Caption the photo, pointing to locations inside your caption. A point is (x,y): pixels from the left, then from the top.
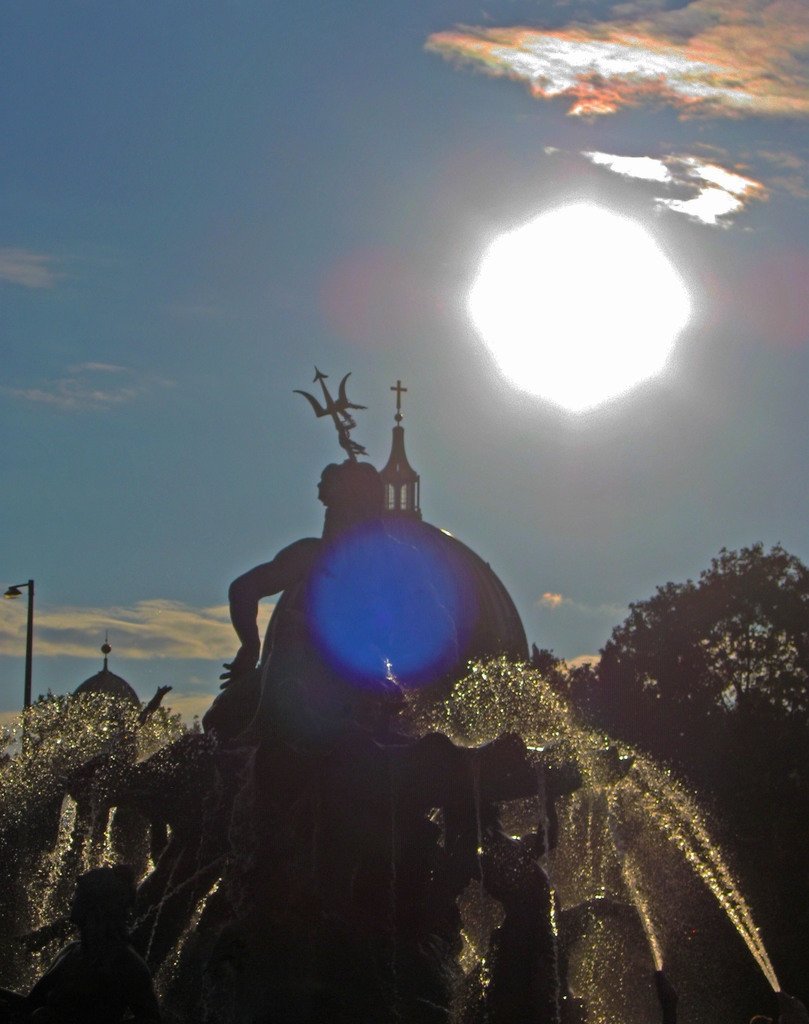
At the bottom of this image (465,833), there is a statue (437,822). In the background (773,687), there are trees (766,657), plants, a pole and there are clouds (129,638) and light (628,264) in the sky (407,143).
